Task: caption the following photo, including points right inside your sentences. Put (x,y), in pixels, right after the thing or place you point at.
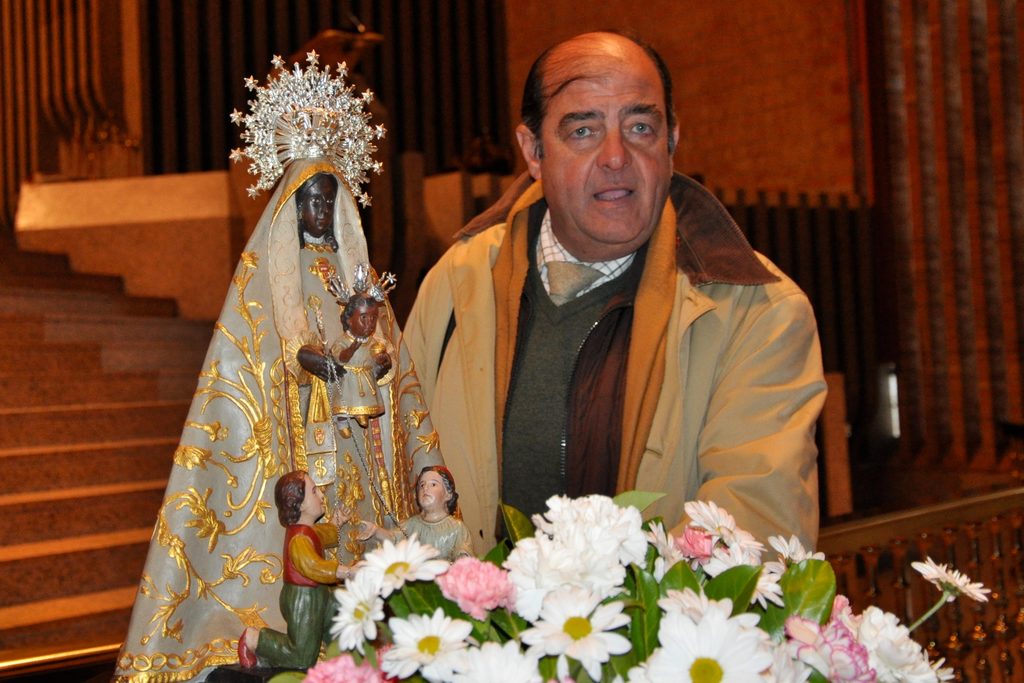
There is one man (666,370) standing in the middle of this image (600,400). We can see the statues (412,525) and flowers (493,661) at the bottom of this image (311,588). We can see the stairs (85,413) and a wall (735,100) in the background (762,110).
